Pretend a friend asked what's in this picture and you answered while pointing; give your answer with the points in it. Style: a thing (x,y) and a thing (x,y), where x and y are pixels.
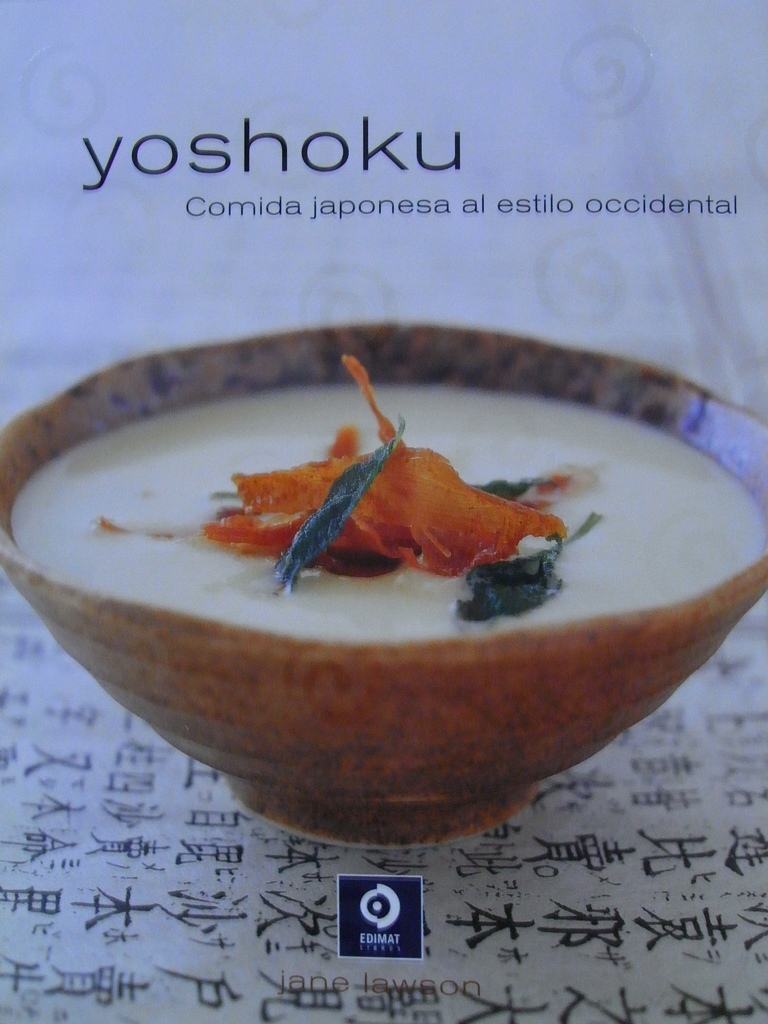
In this image in the center (401,460) there is one bowl (706,450), in the bowl (708,426) there is some food (365,564). And at the bottom (114,874) it looks like a table (667,878), at the top (367,162) there is text (594,201) and at the bottom of the image (383,919) there is one logo (351,908).
